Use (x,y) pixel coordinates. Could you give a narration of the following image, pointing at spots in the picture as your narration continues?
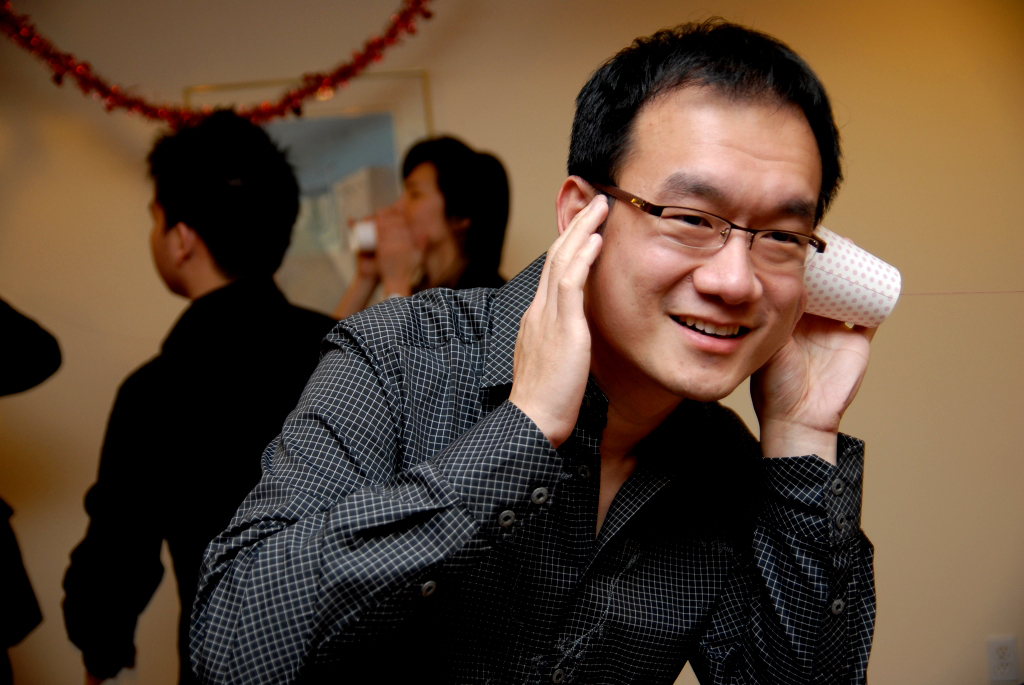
In this image there are men (291,416), they are holding an object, at the top of the image (74,66) there is an object (331,80) that looks like a decorative ribbon (369,56), at the background of the image (558,88) there is the wall (478,94), there is a photo frame (371,153) on the wall (530,66).
